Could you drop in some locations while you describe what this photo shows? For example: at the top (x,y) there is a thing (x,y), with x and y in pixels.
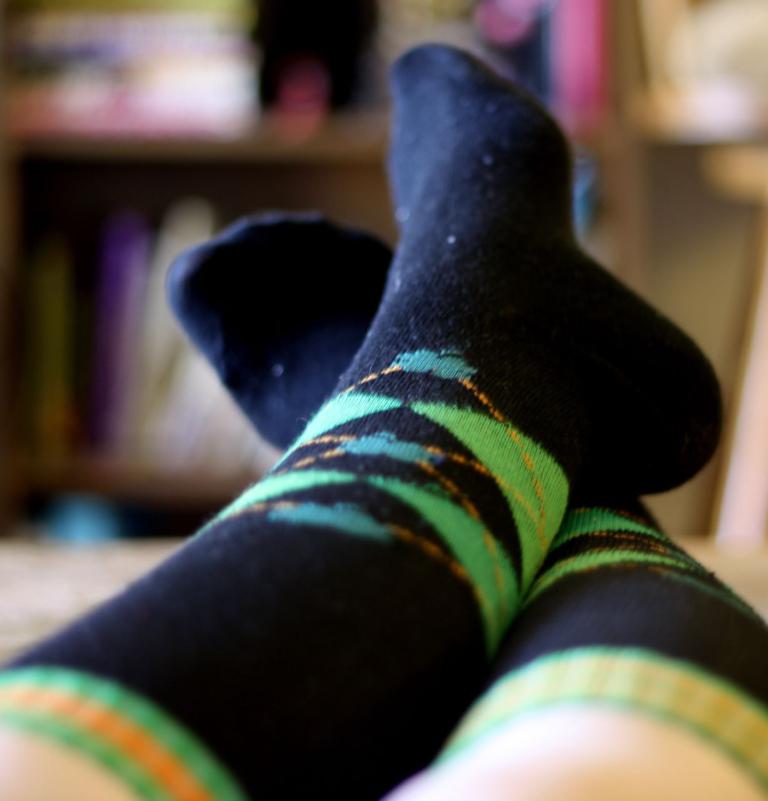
In this image I can see legs (340,630) of a person (429,675) wearing black colour socks (353,486). I can also see this image is little bit blurry from background (6,131).
